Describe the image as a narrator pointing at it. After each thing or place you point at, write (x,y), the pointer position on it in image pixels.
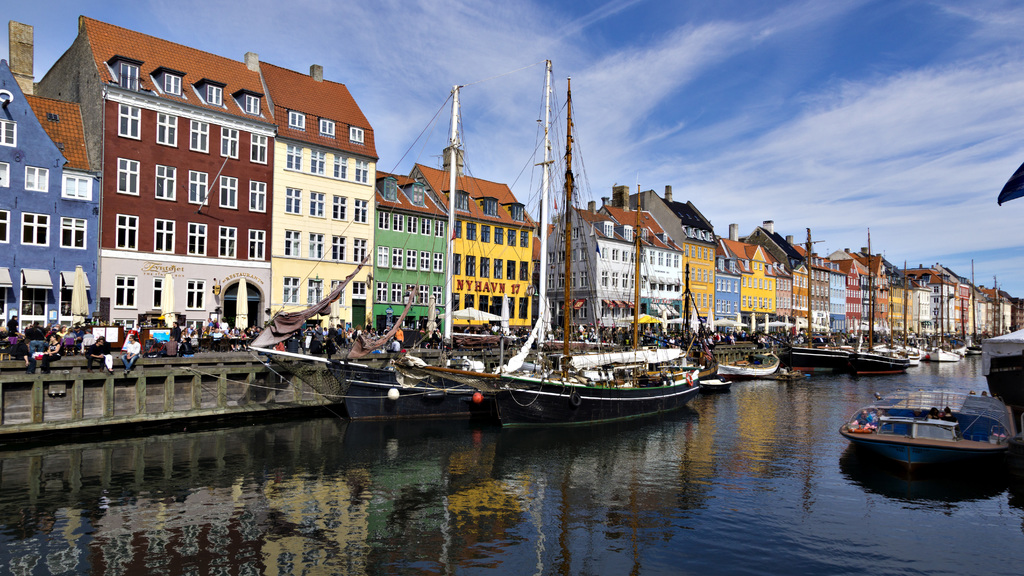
At the bottom of the image (384,486) we can see a canal (833,413) and there are boats (759,377). In the center (409,323) there are buildings (516,252) and we can see poles (449,253). At the top (307,51) there is sky (599,70). There are many people (129,338) standing.
